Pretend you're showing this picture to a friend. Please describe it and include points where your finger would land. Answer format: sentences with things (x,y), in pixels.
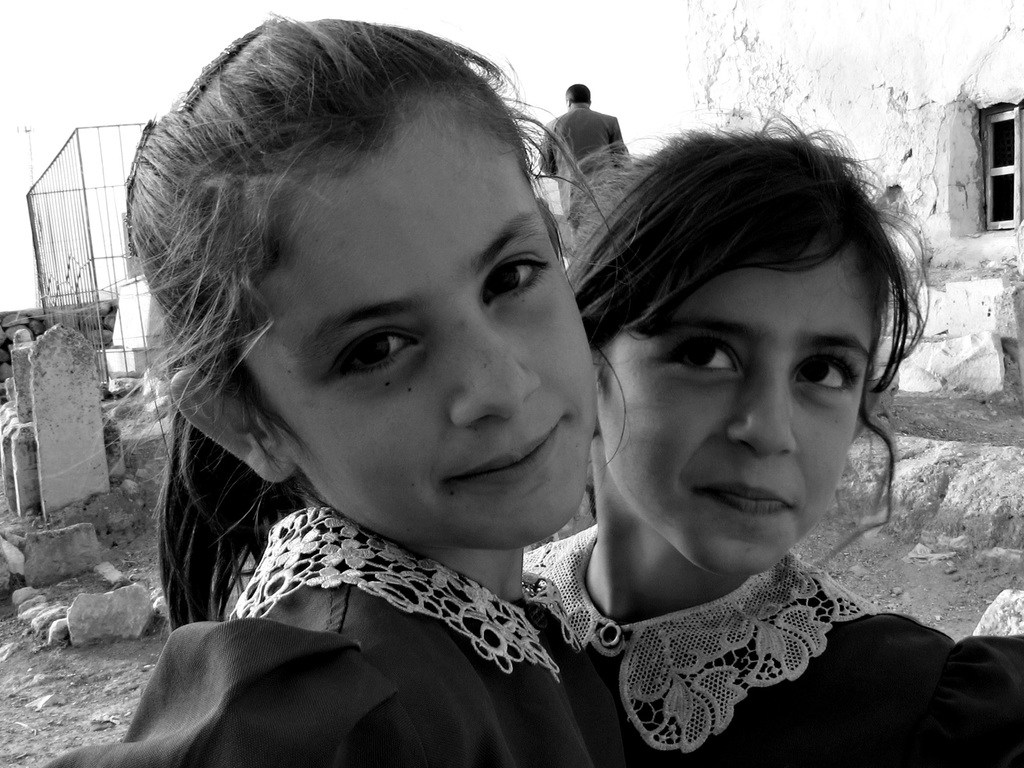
In front of the image there are two girls (653,545) with a smile on their face (635,438), behind them there is a person (578,127) standing, around them there is a wall (880,182) with a window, stones (94,444), rocks (107,434), metal cage fence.
